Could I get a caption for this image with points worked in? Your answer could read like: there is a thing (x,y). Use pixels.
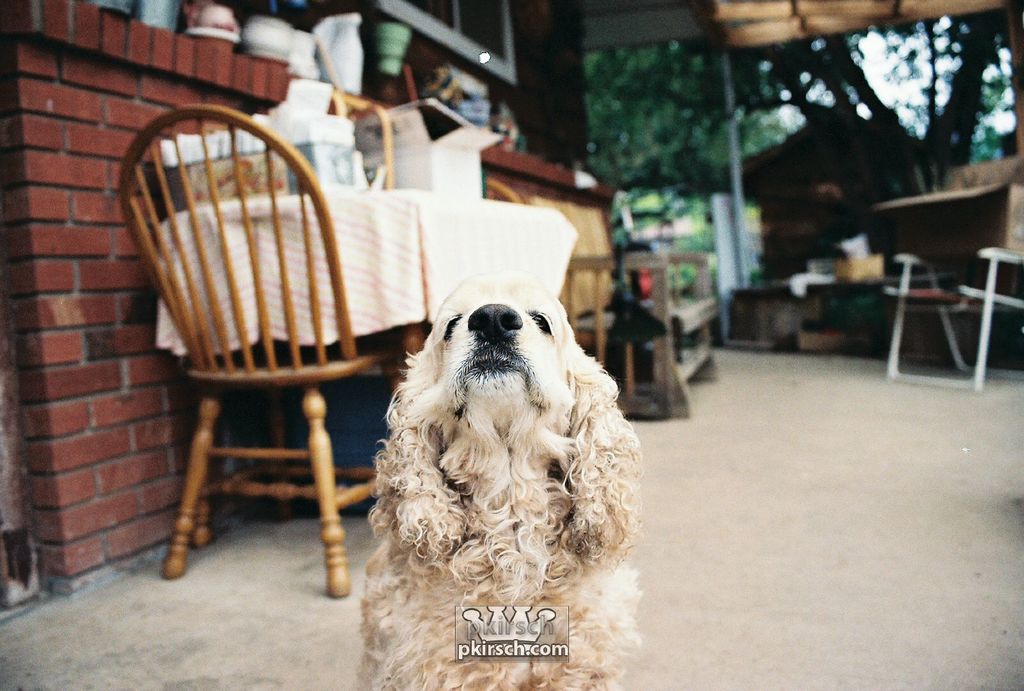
This is a dog (433,550) on the floor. Behind it there is a table (351,238) and chair (263,297). On the table (362,188) we see 2 boxes (422,130) beside the brick wall (358,117). In the background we can see tree (626,91).
